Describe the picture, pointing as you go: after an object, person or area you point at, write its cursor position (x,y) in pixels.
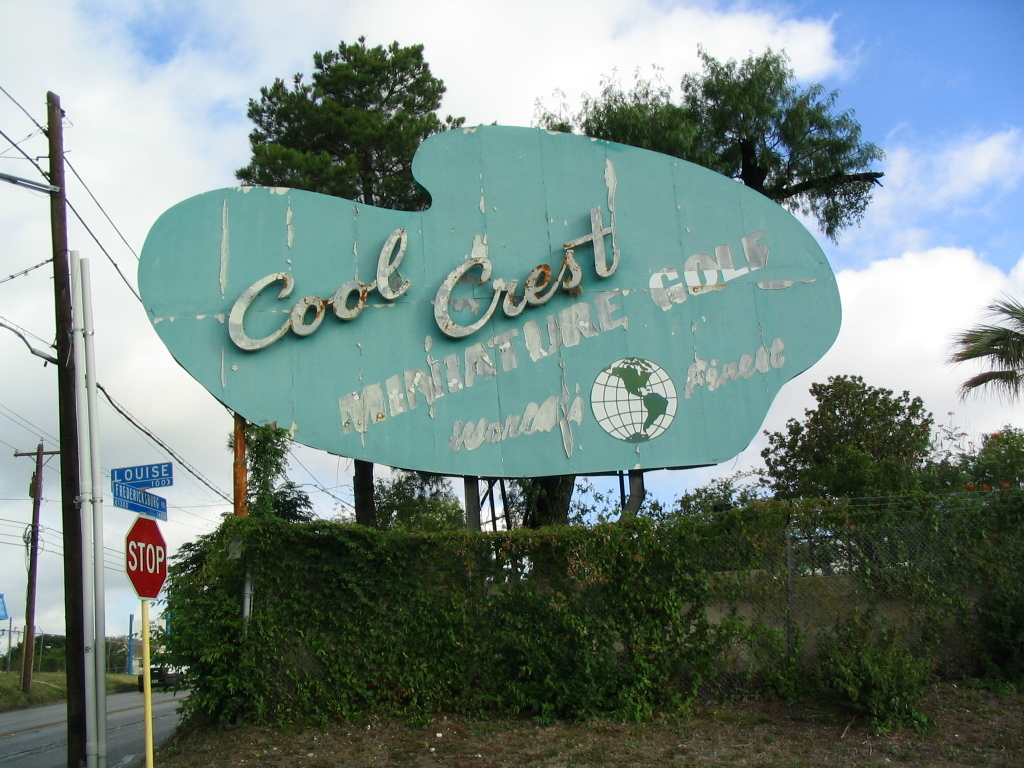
In this image we can see a blue color board (513,257) on which we can see some text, we can see stop board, sign boards (2,602), poles (85,589), wires (6,444), creepers (515,607), trees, vehicle (158,671) moving on road (38,720) and the blue sky (956,132) with clouds (384,5) in the background (909,102).
